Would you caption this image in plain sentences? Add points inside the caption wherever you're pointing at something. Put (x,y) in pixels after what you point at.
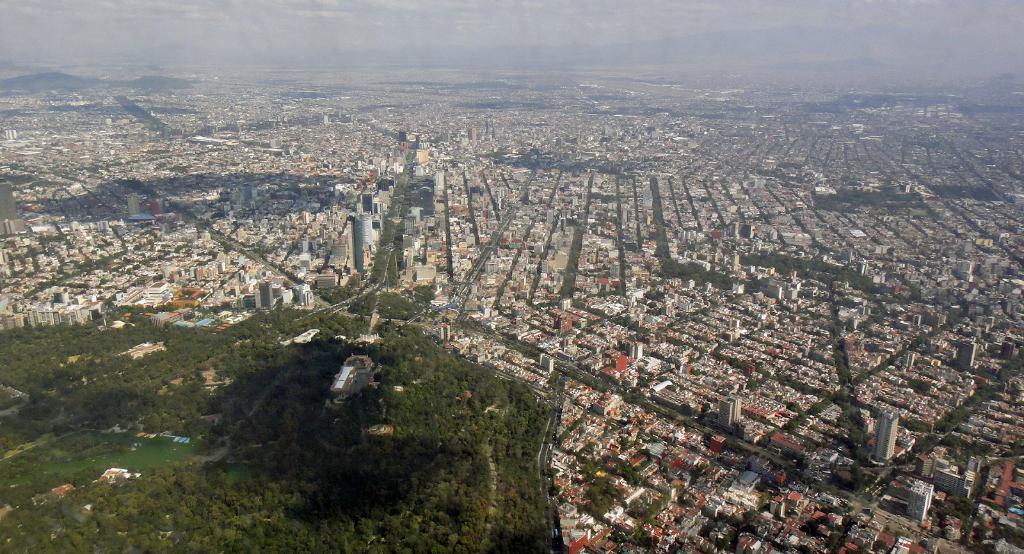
To the bottom left of the image (328,482) there are many trees (330,502) and also there is water (121,456) in the middle of the trees (92,425). There are many buildings (262,268), trees (543,261) and also there are many lanes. In the background (52,86) there are many hills (926,40).
